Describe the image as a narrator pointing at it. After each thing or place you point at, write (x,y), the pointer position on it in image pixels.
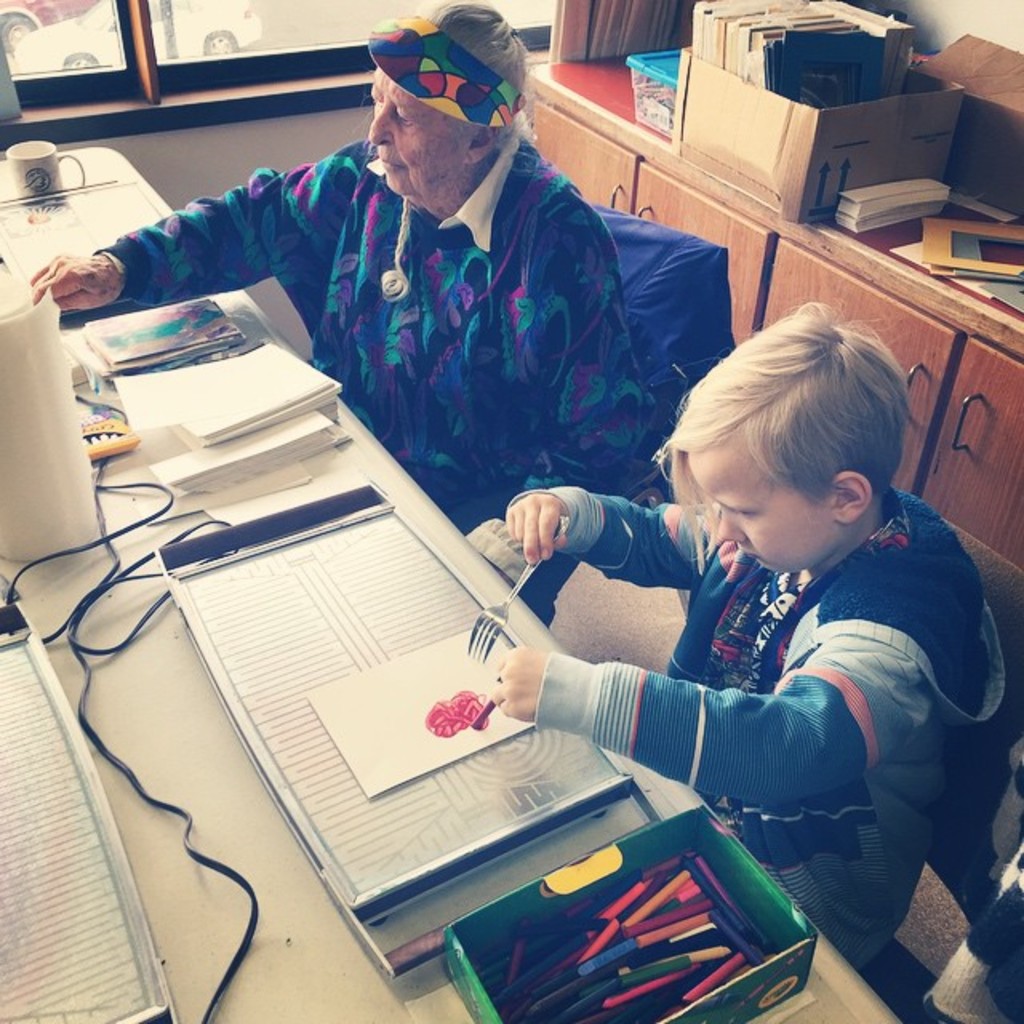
As we can see in the image there is a window (186,74), few people (818,590) sitting on chairs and there is a table (343,482). On tables (89,573) there are boxes (839,136), papers (369,673), books (245,456), wire (102,492) and cup (26,184).
